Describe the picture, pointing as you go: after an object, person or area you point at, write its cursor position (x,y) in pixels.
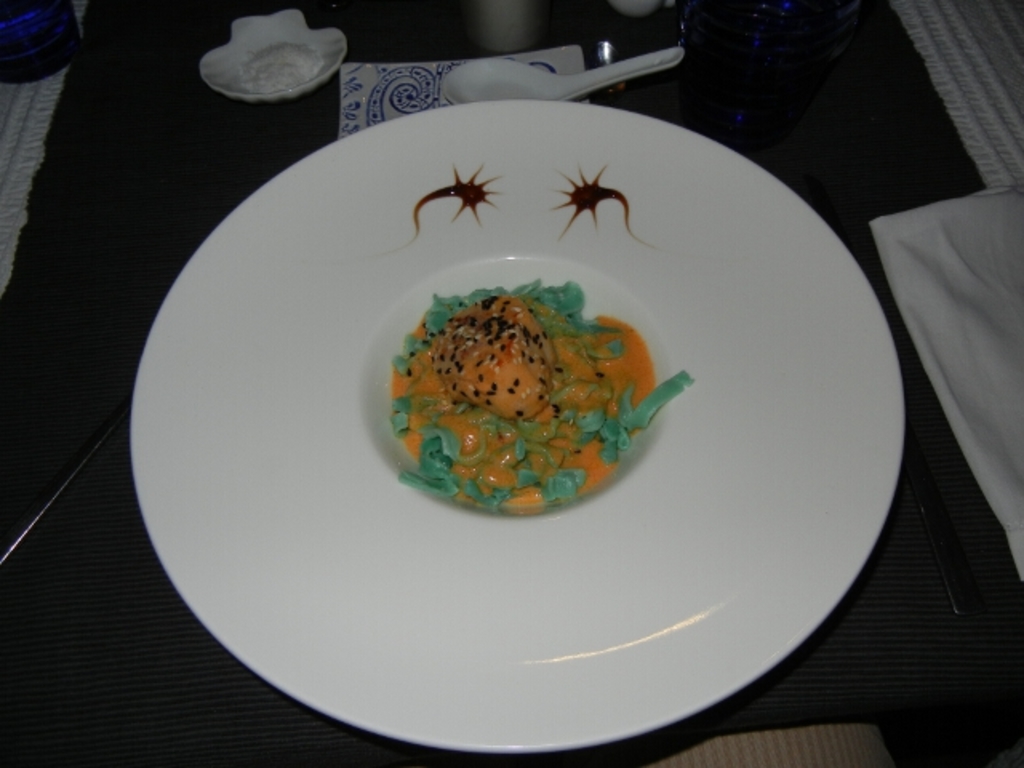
In this image we can see a white plate (449,121) with the food item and we can see a spoon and some other objects (1002,245) on the table (105,342).
